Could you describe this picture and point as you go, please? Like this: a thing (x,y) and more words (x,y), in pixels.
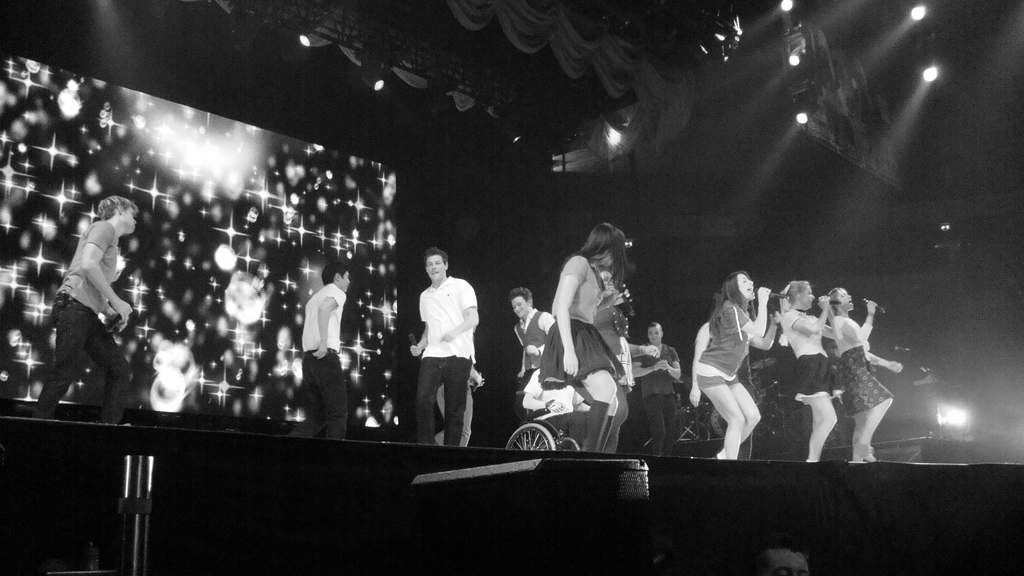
In this image we can see a black and white picture of a group of people (592,338) standing on the stage (773,475). Three women (848,381) are holding microphones (864,304) in their hands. One person (549,414) is sitting in a wheelchair (553,427). In the background (300,300), we can see curtains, some lights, poles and the screen (283,254).
